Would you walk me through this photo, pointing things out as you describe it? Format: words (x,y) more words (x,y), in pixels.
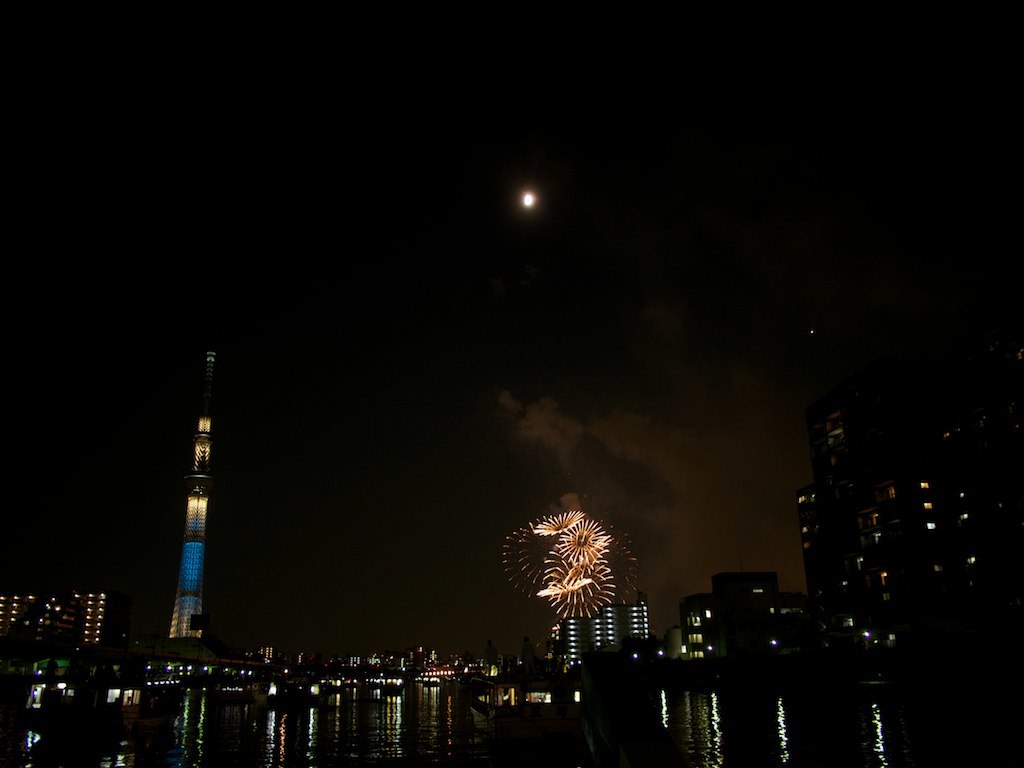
This picture is clicked in the city. At the bottom of the picture (330,700), we see water (299,756). There are many buildings (615,614) and towers (185,575). At the top of the picture (33,26), we see a moon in the sky (524,298). In the background (404,554), it is black in color. This picture is clicked in the dark.
